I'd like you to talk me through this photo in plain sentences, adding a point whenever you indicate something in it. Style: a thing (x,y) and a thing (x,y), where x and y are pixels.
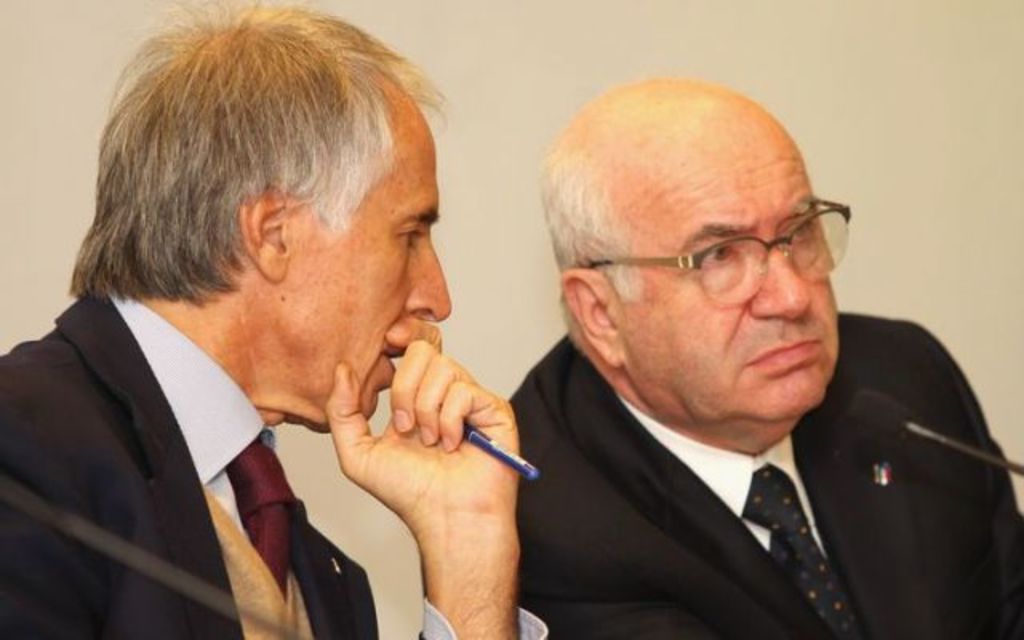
On the left side (257,507), there is a person (139,433) in a suit (139,445), holding a pen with a hand (503,442), sitting and speaking. On the right side (871,560), there is another person (587,297) in a suit (657,557), wearing a spectacle (688,263), watching something and sitting in front of a microphone (899,430). And the background (675,27) is white in color.
